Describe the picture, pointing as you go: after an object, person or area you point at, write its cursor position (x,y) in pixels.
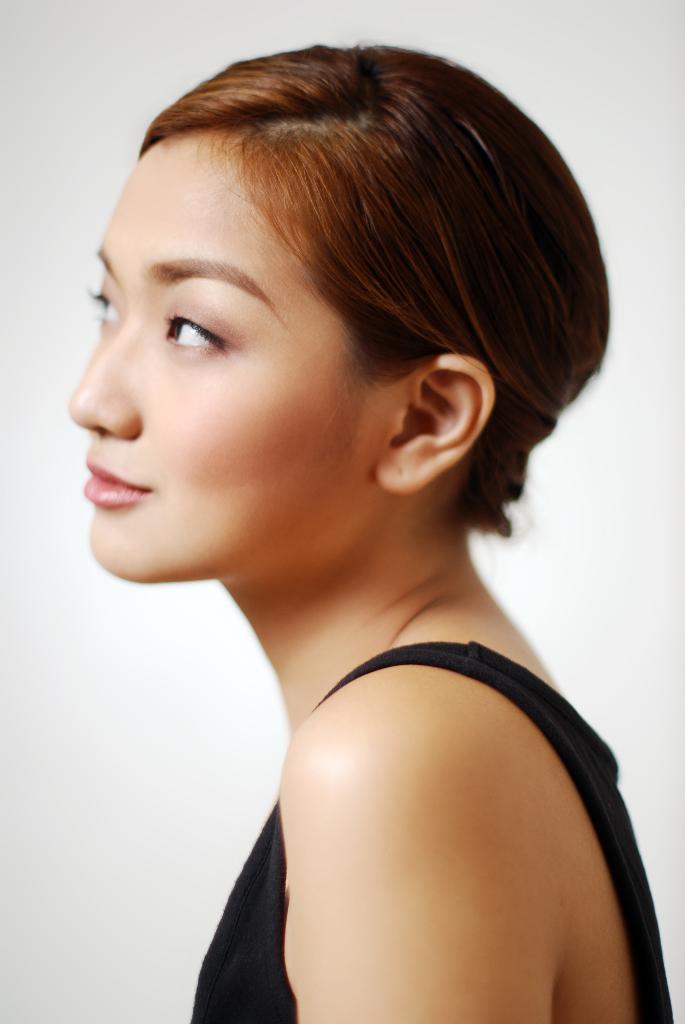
In this image we can see a woman (284,334).
